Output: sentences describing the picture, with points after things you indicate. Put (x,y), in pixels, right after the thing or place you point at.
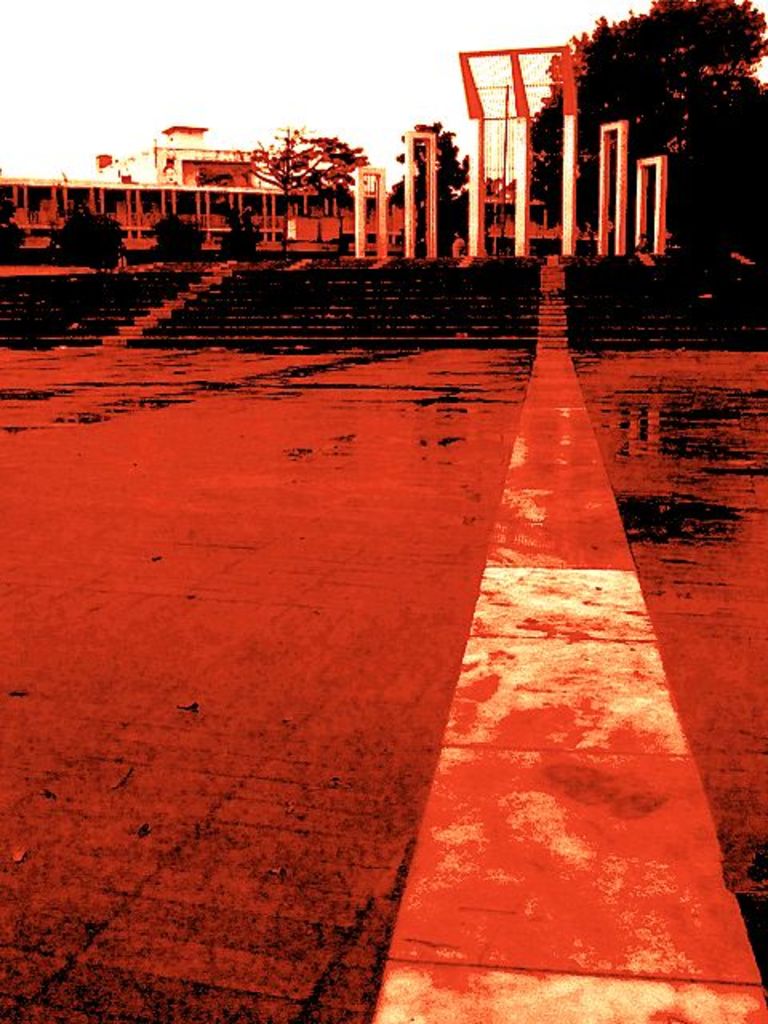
In this image we can see buildings (394,240), staircase (231,267), pathway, trees (548,129) and sky (342,86).
